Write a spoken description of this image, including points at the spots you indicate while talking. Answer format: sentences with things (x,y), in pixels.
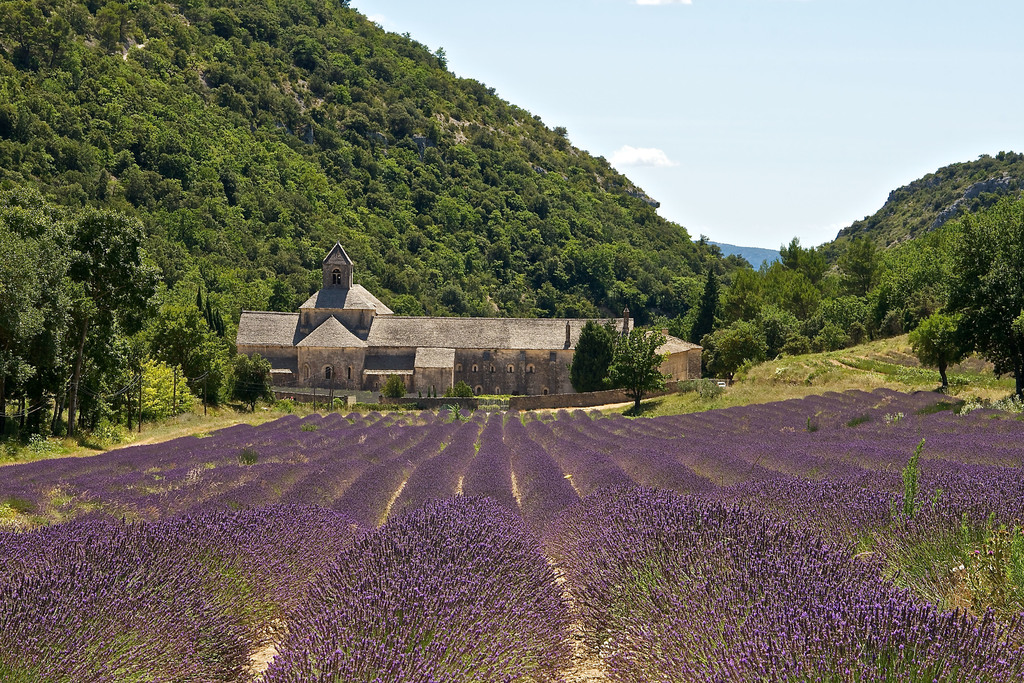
In this image at the bottom (823,570) there are some flowers (655,521) and plants (754,524), and in the center (432,342) there is a house (378,350). In the background (236,121) there are some trees (641,240) and mountains (693,289), at the top of the image (763,106) there is sky (809,170).
